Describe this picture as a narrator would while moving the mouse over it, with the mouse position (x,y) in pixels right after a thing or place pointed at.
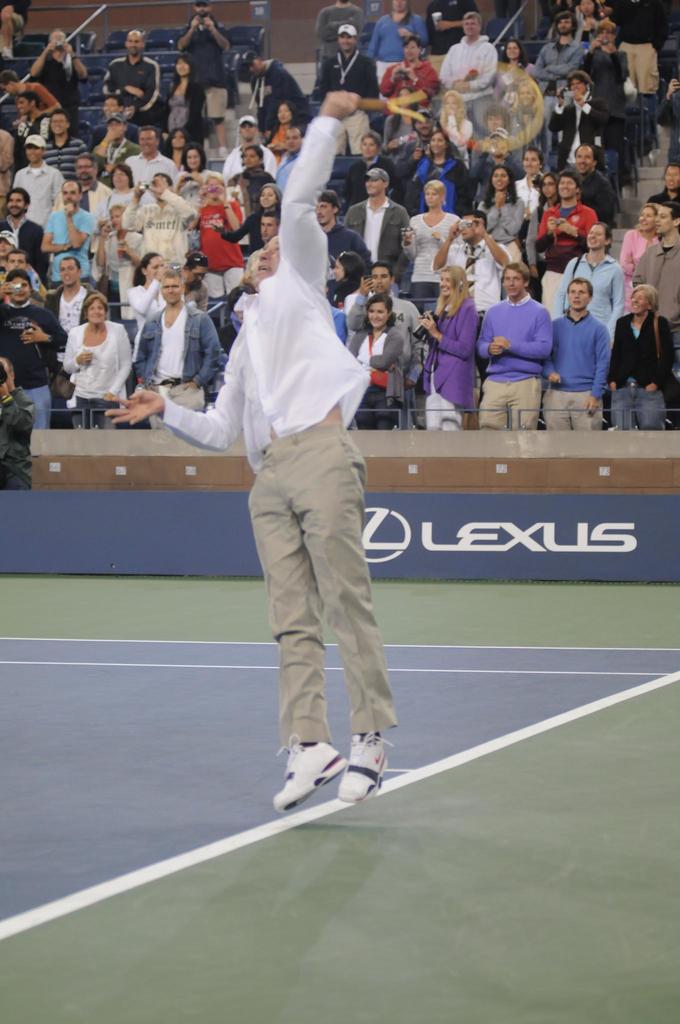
Front the man (368,582) in white shirt (326,375) is holding a racket (503,123) and jumping. These are audience (145,322) and they are standing.
